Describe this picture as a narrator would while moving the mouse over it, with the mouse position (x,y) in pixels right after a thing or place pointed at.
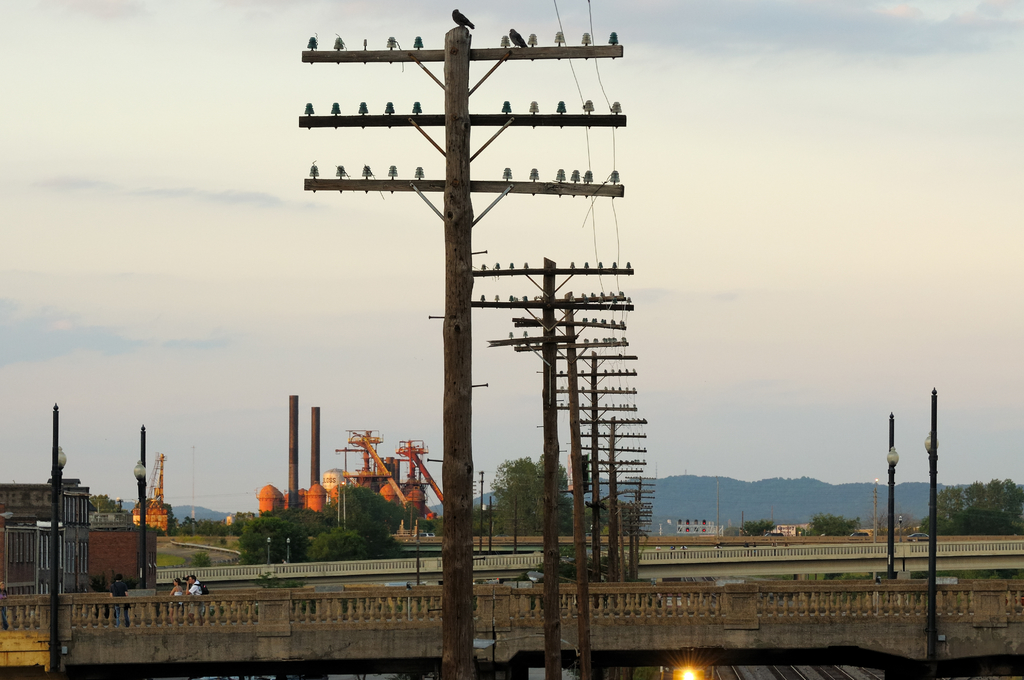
Here we can see poles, trees (330,506), few persons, and a light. In the background (965,462) we can see sky (729,316).
